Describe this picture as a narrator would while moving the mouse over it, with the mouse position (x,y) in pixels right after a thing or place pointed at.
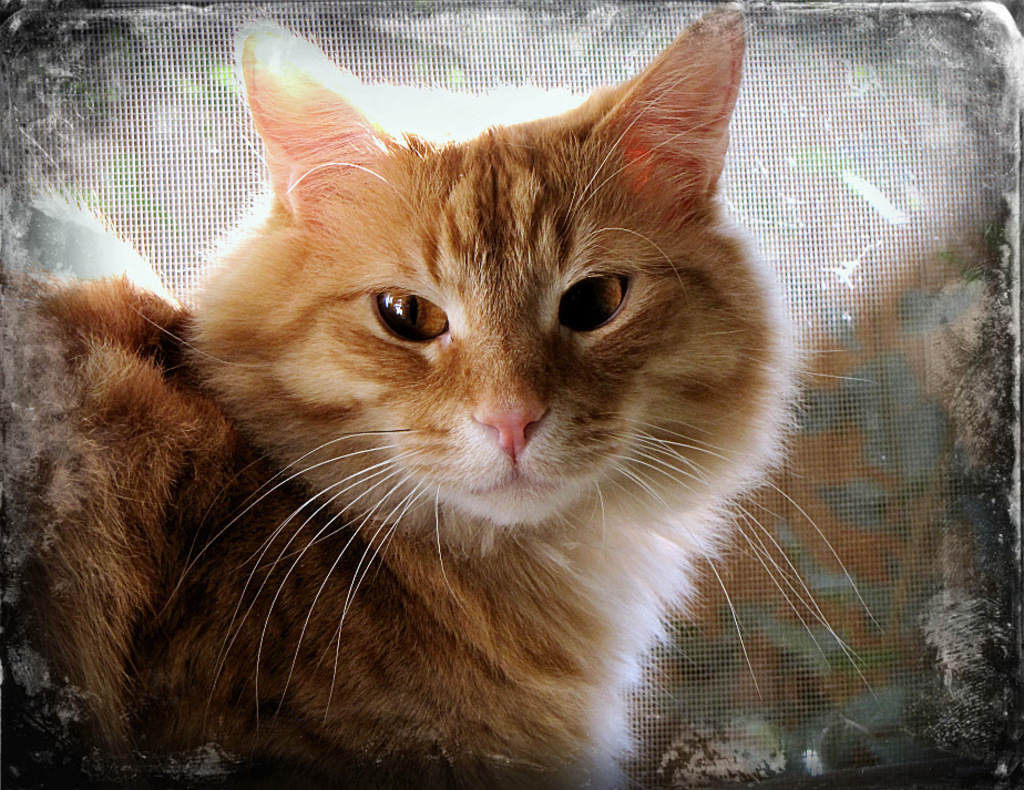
In this picture there is a cat (412,450) towards the left (165,540). It is in brown in color. In the background (816,387) there is a mesh (764,102).
